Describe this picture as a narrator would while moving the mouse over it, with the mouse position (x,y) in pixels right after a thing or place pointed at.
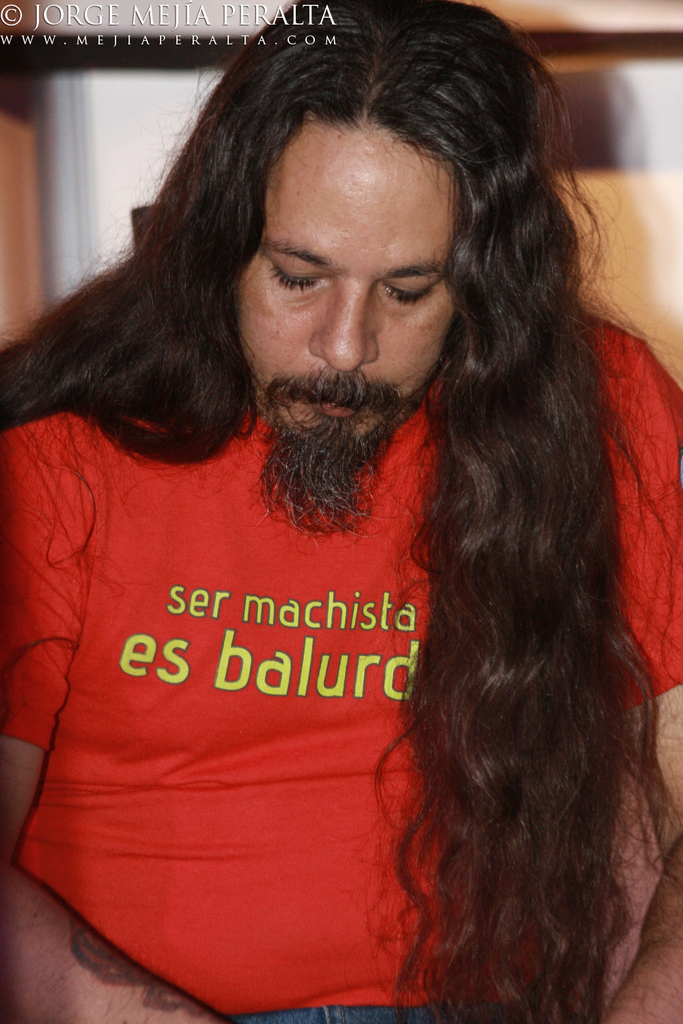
In this image we can see a person (356,645) wearing red t shirt (343,697) with long hair (219,140). In the background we can see some text (290,25).
